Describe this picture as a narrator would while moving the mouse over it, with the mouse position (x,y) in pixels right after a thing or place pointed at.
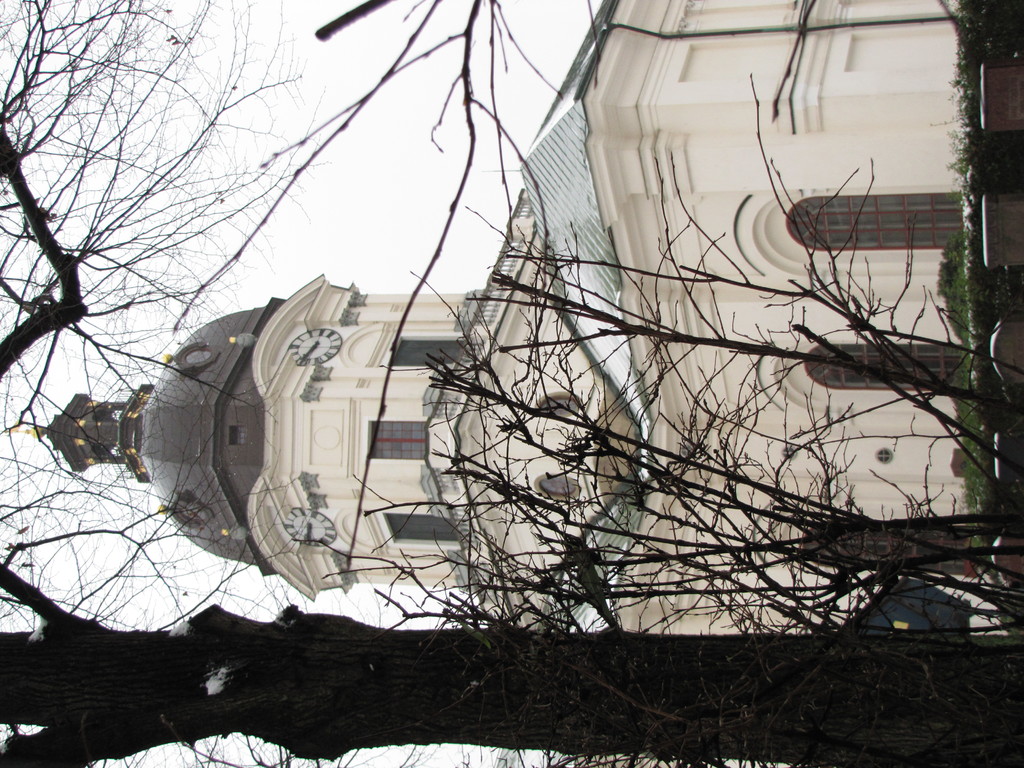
In this image there is a building (658,445) in middle of this image (571,448) and there is a tree (470,694) at left side of this image (328,711) and there is a sky (260,195) at top left side of this image (225,129).
